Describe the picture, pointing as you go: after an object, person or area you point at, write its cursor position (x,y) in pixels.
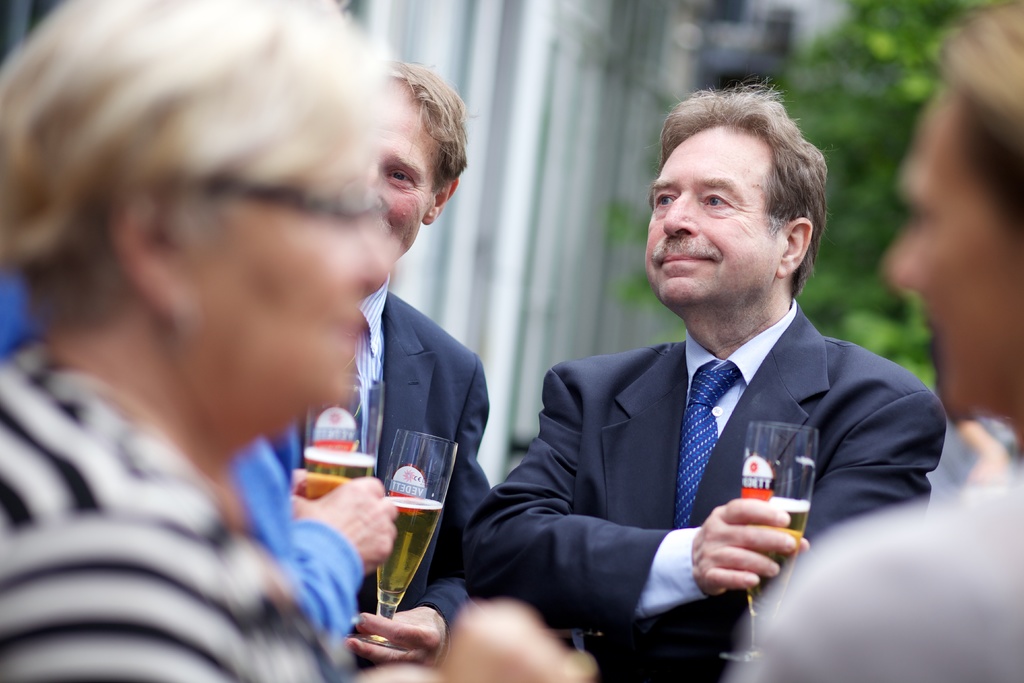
This is the picture of four people (374,227) where two people (229,283) are blurred and the other two people (458,378) wearing blue suits (427,372) and holding the glasses (393,490) and behind there is a tree (883,169).
